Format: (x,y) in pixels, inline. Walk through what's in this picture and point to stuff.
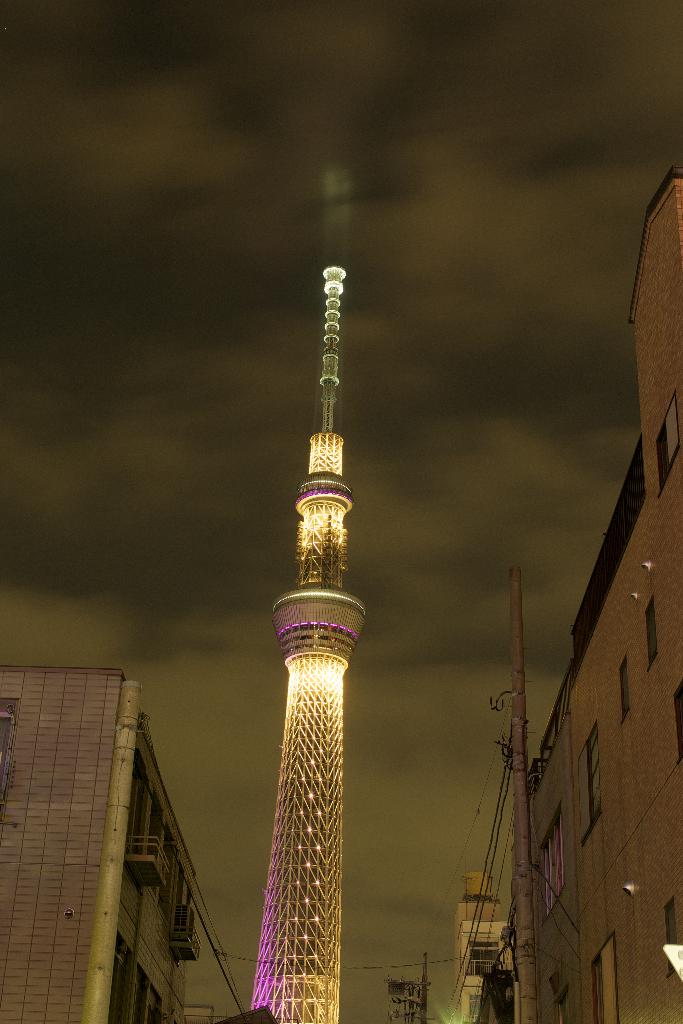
In this image I can see few buildings (609,829), windows (585,791), poles (525,915), wires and tower (307,798). The sky (310,430) is in white and black color.
